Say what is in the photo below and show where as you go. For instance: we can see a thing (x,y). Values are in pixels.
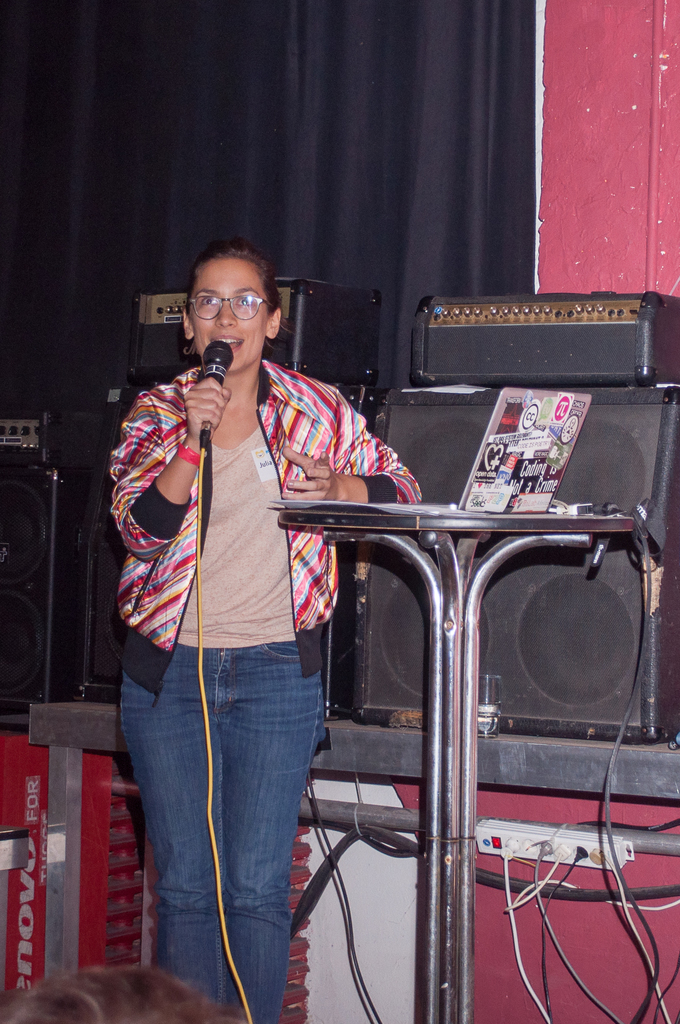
In the picture I can see woman (298,489) wearing jacket (180,571) and spectacles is holding a mic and standing near the table (447,547) where a laptop (545,476) is placed. In the background (497,599), we can see the speakers (527,552) and the black color curtains (297,1).
